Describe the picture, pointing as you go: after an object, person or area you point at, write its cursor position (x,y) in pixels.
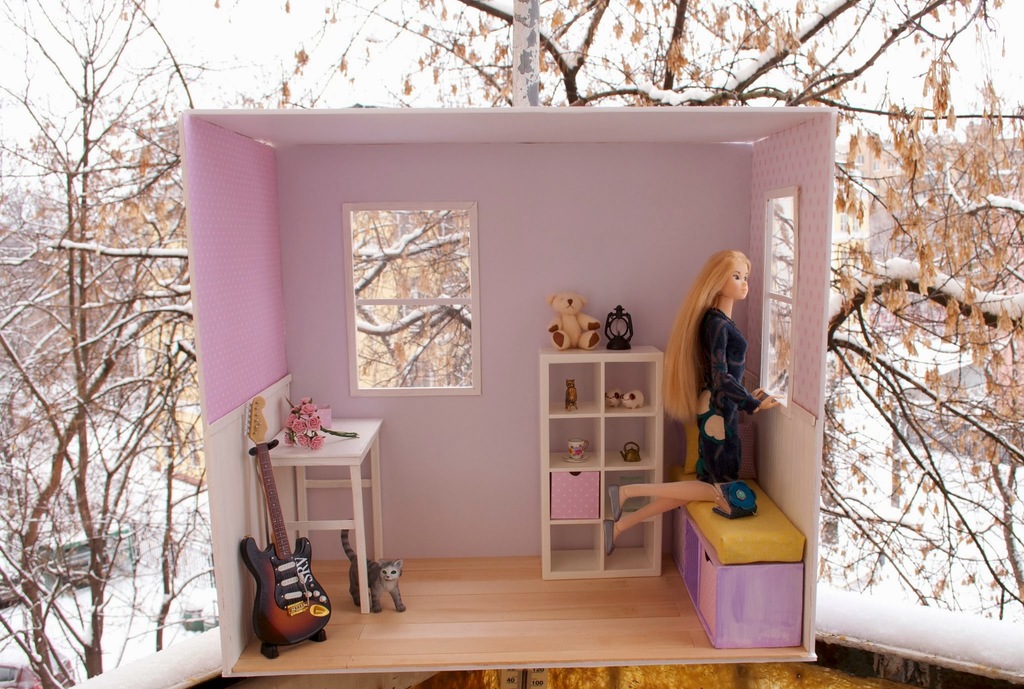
In the image there is a small hut (282,253). In that we can see a guitar (286,589), table (354,452), cat (384,565), flowers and a barbie doll (722,401) and a teddy bear (576,340) on shelf (570,372) we can also see a window (410,259), trees (434,319) without leaves and a snow (124,677).
